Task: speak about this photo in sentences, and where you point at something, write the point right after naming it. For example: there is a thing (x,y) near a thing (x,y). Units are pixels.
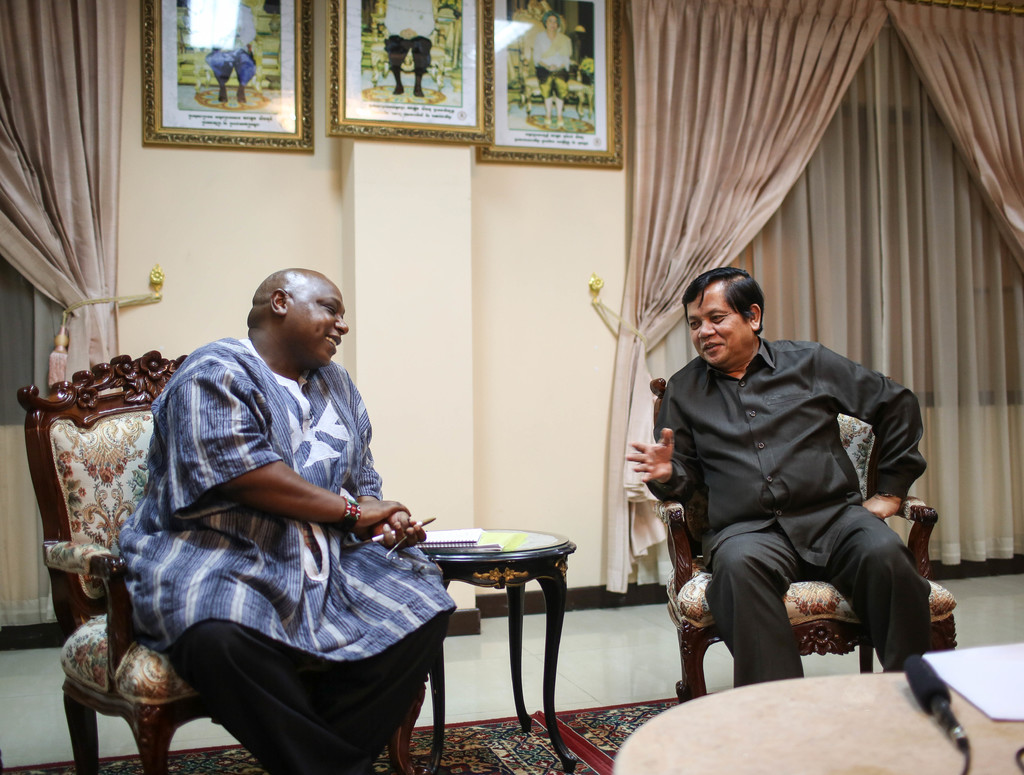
There are two people (308,499) sitting on the chairs (687,574) and smiling. This is a teapoy (500,554) with book (490,546) on it. These are the frames (438,87) attached to the wall (533,218). I can see a table (820,735) with a mike (966,743) and paper (970,702) placed. These are the curtains (719,151) hanging to the hanger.
